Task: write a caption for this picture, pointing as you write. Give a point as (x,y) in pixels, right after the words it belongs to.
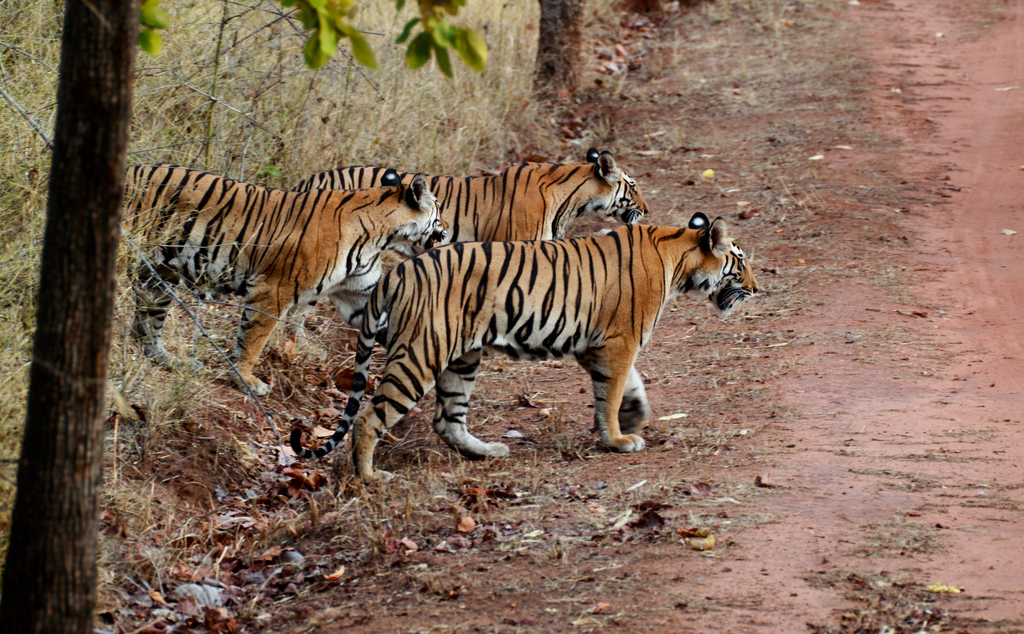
This picture might be taken in a forest (333,327), in this picture in the center (495,256) there are three tigers (496,239). On the right side (808,274) there is a walkway (855,263), and on the left side (315,122) there are some trees (546,81) and grass (185,409).
